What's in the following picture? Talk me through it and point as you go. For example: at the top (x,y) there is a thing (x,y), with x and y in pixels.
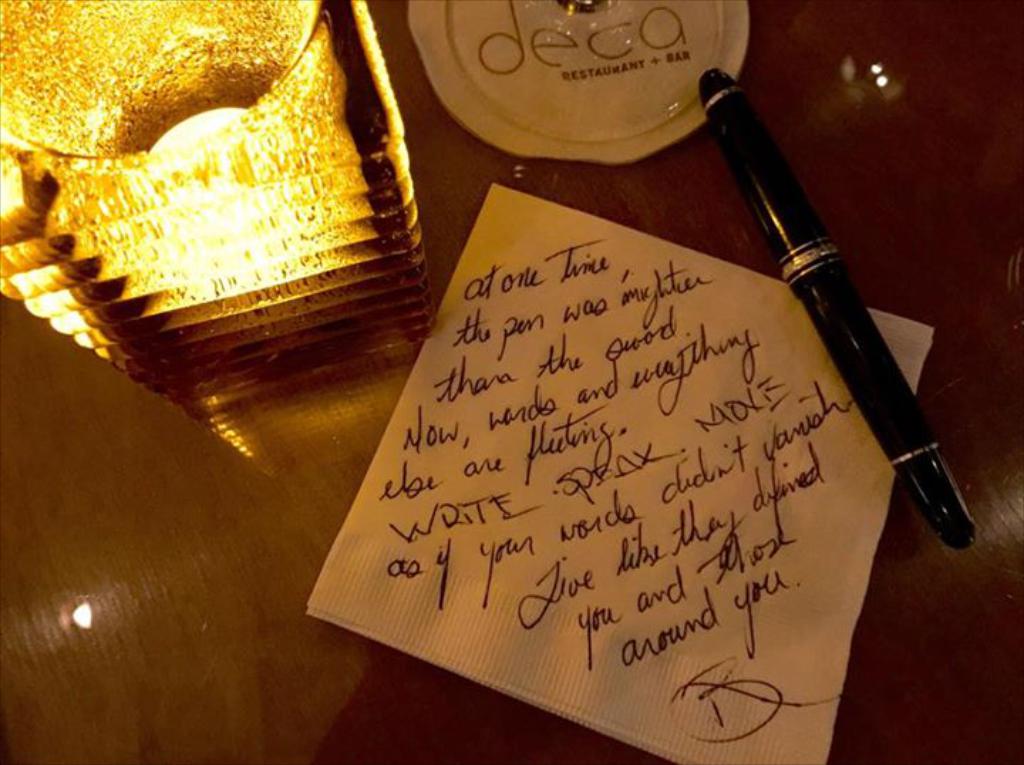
In this image we can see lamp (247,188), paper (535,383) and pen (759,218) placed on the table (185,596).
